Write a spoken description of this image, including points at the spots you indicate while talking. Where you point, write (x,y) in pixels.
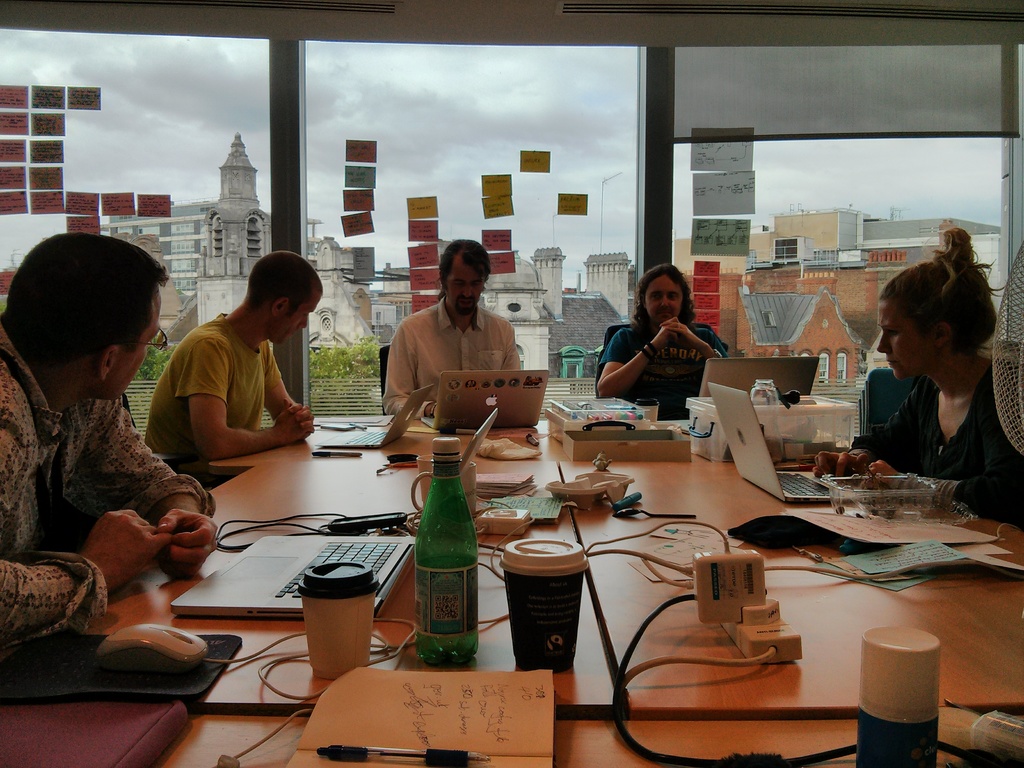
In this image there is a table (678,628) on the bottom of this image (545,525) and there are some objects (519,485) kept on it and there are some laptops (462,424) kept on this table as we can see in middle of this image (475,400). There are some persons (264,407) sitting on the chairs (881,389) around to this table (396,472). There is a glass door (464,203) in the background (257,236) and there are some buildings (239,252) at top of this image (225,243) and there is a sky (210,115) on the top of this image (443,108).
